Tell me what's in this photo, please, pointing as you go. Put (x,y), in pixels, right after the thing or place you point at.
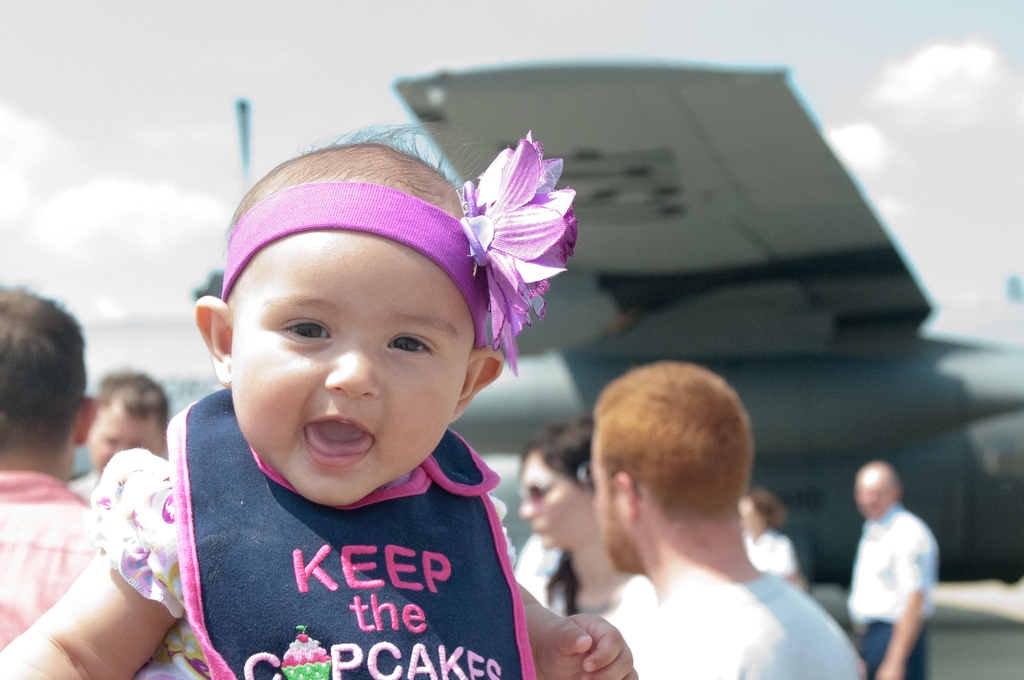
On the left side (276,510), there is a baby (283,487) in navy blue bib (260,476). In the background (763,551), there are persons (49,395), there is an aircraft (885,362) and there are clouds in the sky (105,94).
